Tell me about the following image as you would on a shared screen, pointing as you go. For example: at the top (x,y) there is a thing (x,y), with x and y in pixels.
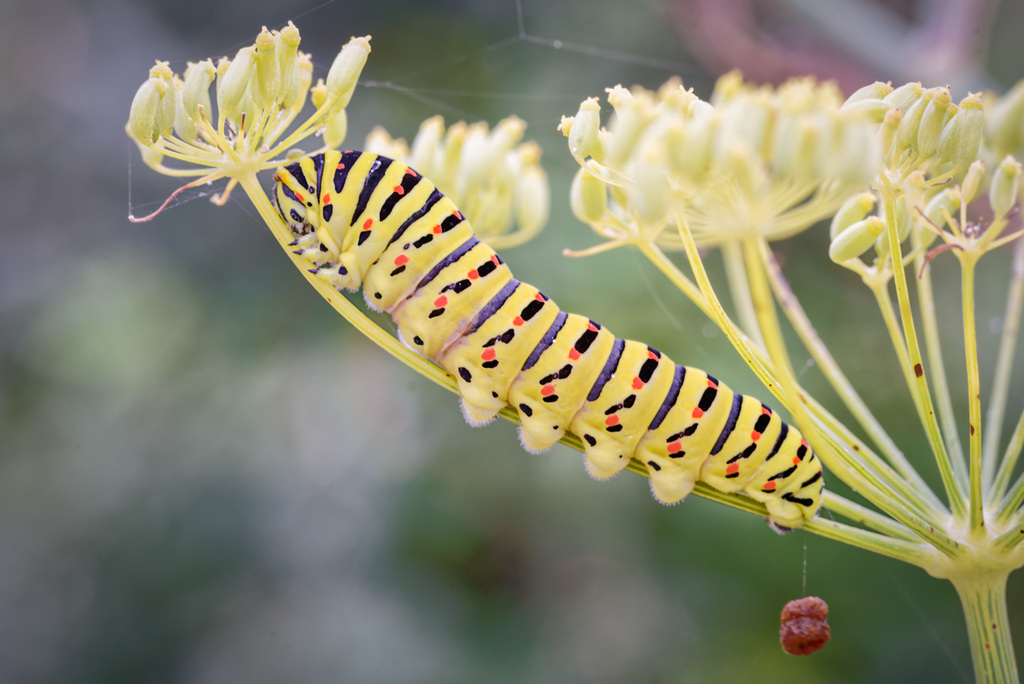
In this image, we can see a plant (621,126) with an insect (737,428) and an object (798,618). We can also see the blurred background (249,657).
